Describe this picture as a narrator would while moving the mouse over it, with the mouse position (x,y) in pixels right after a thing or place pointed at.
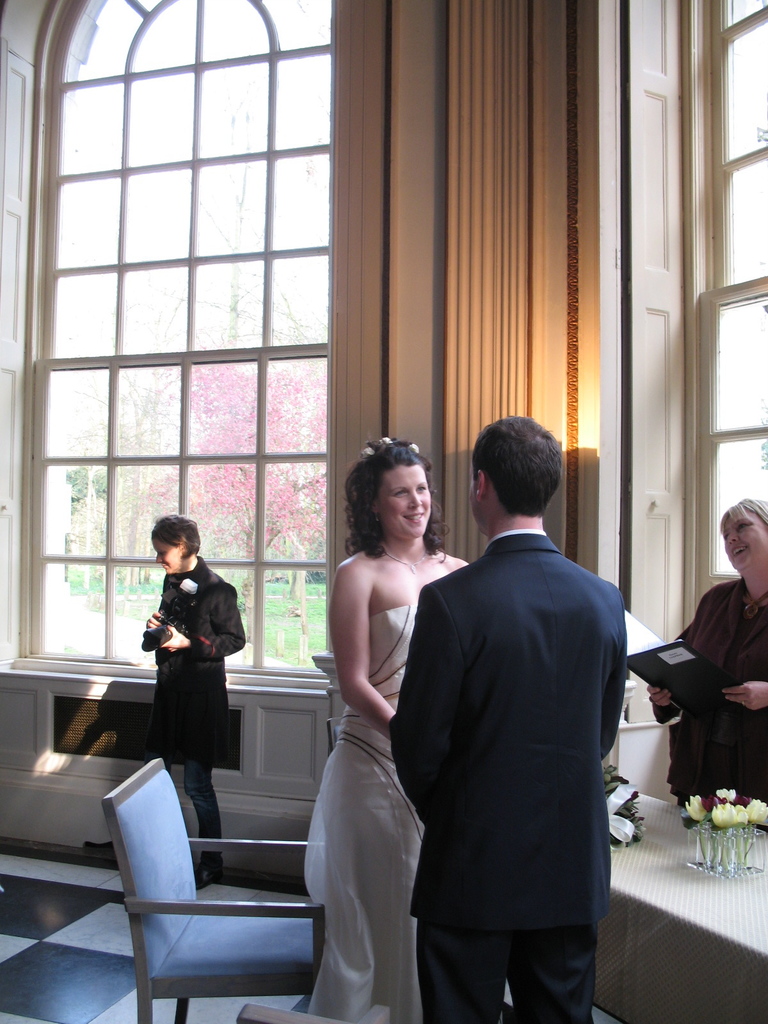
In this image I can see few people (591,977) are standing. Here I can see a chair (305,989). I can also see smile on few faces (753,526).
